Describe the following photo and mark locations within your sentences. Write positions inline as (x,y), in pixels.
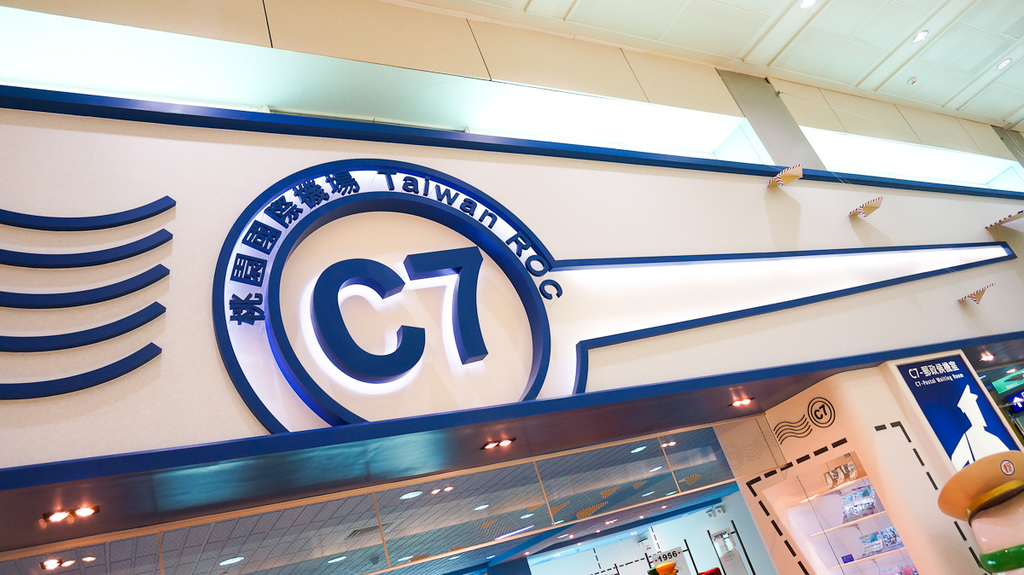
This is the inside picture of the building (343,386).
